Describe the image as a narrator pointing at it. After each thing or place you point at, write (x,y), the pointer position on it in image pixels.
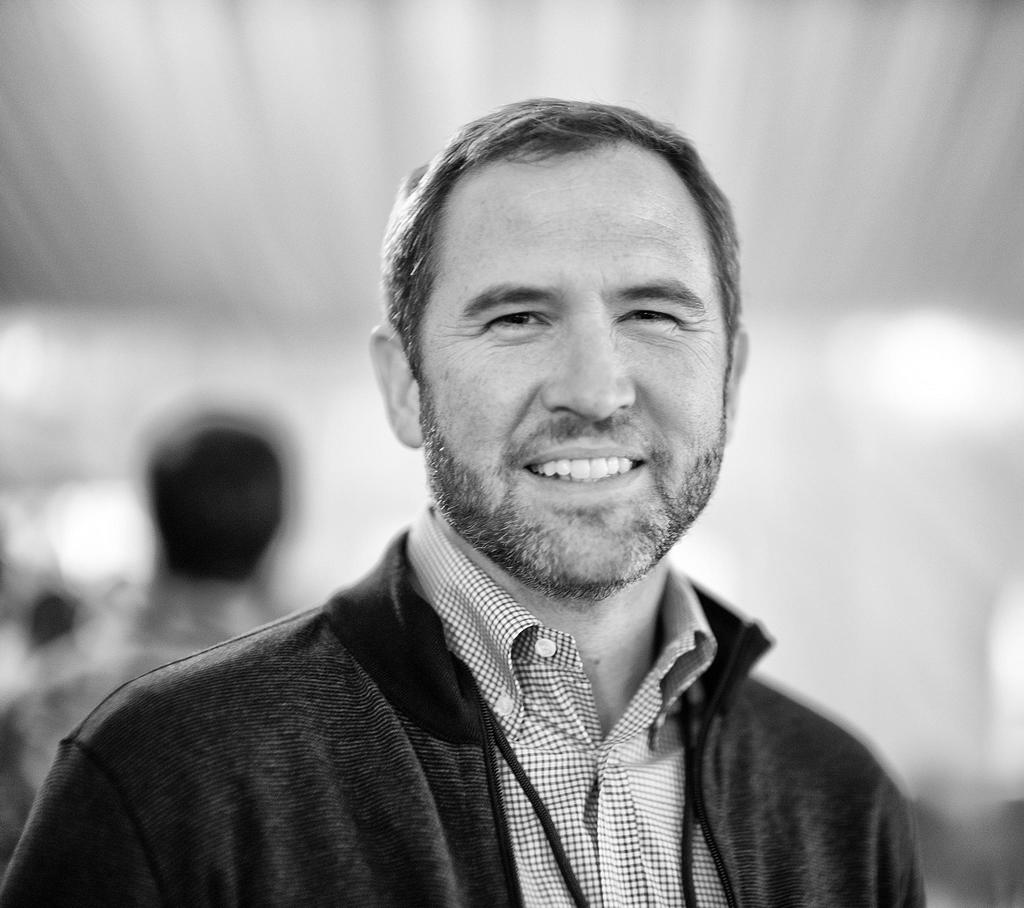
In this image in the foreground (464,383) there is one person (484,395) smiling, and on the left side (129,623) there is another person (97,662) and there is blurry background (863,146).
